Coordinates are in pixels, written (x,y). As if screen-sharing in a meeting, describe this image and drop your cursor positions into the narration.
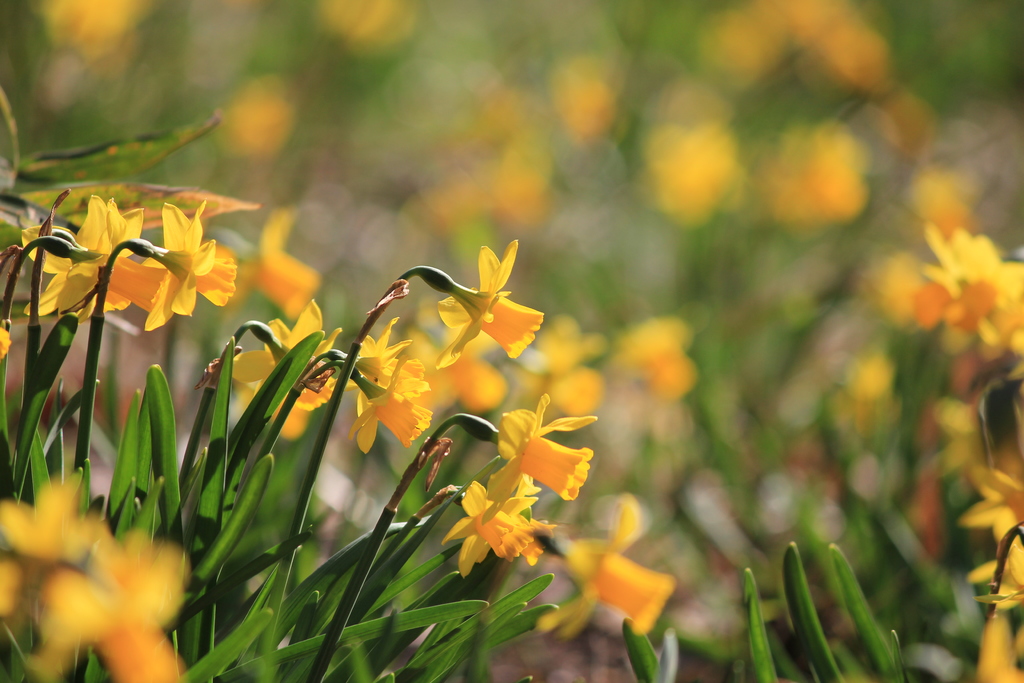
In the image we can see there are yellow colour flowers (431,357) on the plants (157,367) and background of the image (899,182) is blurred.
